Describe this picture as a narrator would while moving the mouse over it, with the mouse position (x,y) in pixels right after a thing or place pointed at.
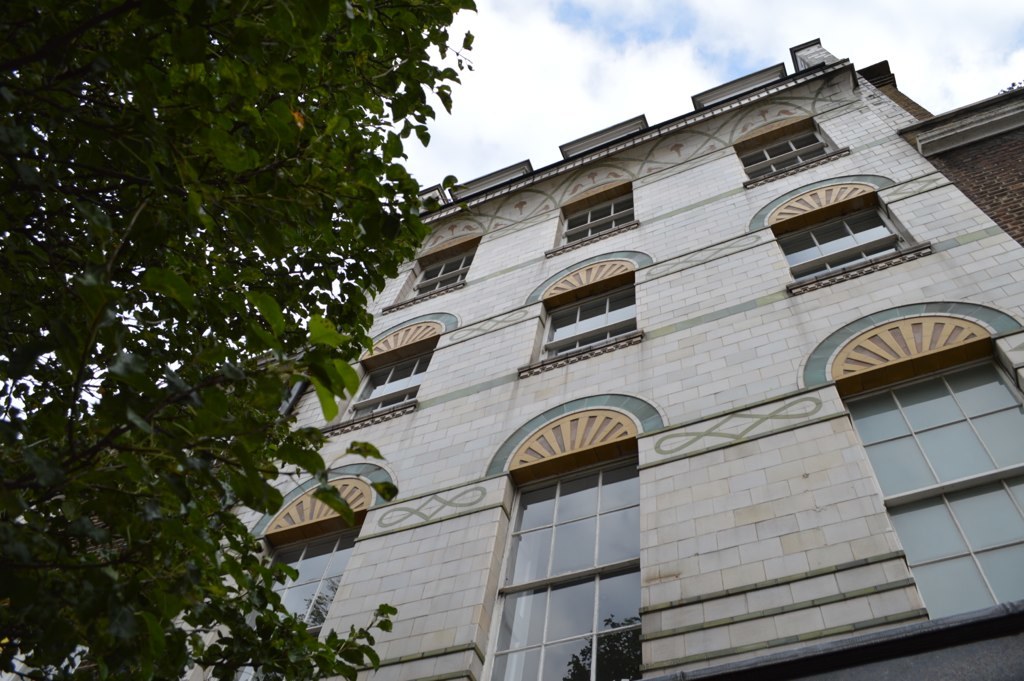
In this image we can see a building (626,348), trees (198,283) and a sky (641,70).
